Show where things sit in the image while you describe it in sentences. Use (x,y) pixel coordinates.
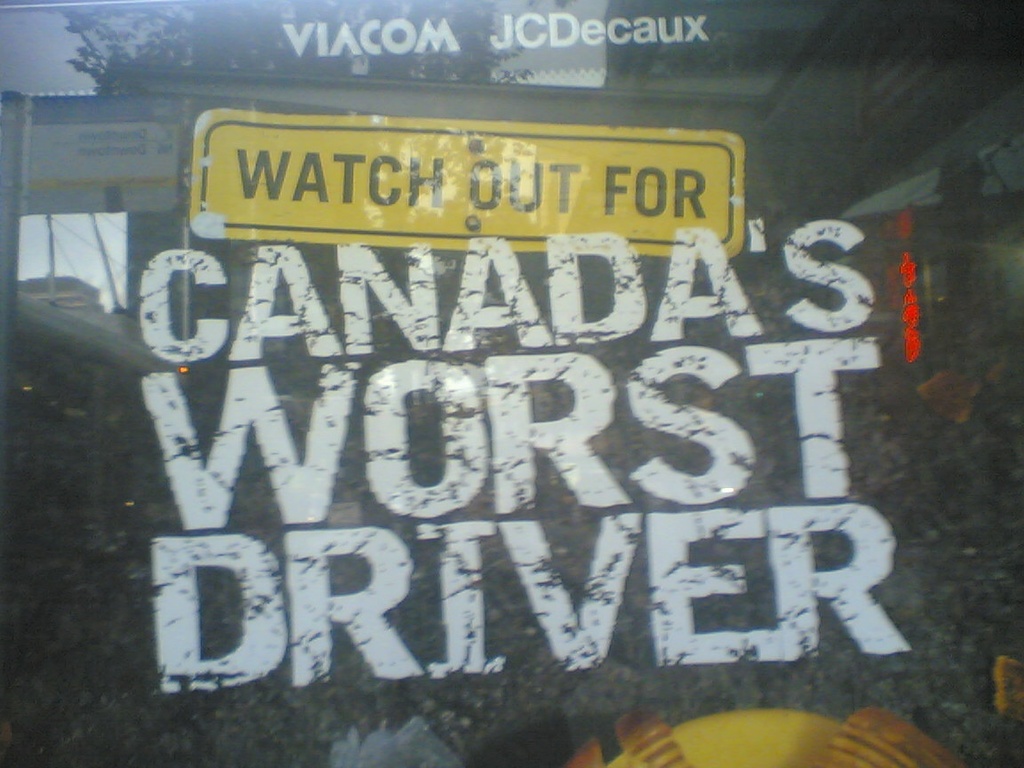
In the image we can see a glass window (622,59), on the window (874,483) there is a poster (1011,598).
